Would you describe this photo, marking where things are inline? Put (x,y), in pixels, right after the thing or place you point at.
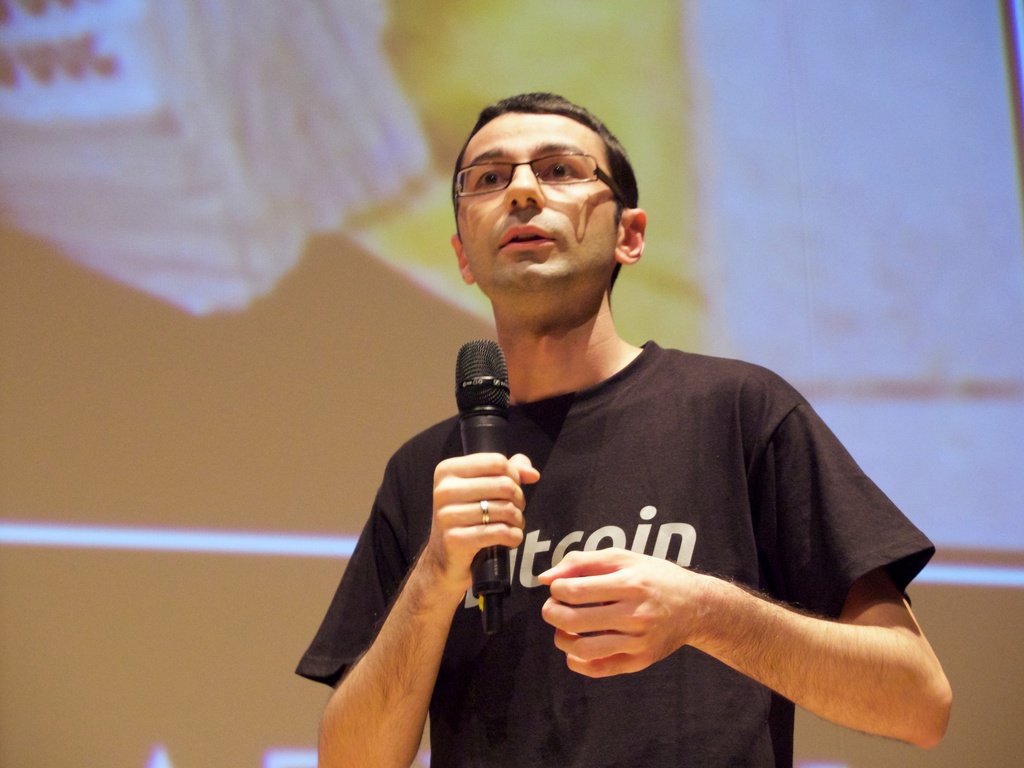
In this picture we can see a man (578,444) who is holding a mike (471,443) with his hand (473,546). He has spectacles (550,173). And he is in black color t shirt (713,481).
